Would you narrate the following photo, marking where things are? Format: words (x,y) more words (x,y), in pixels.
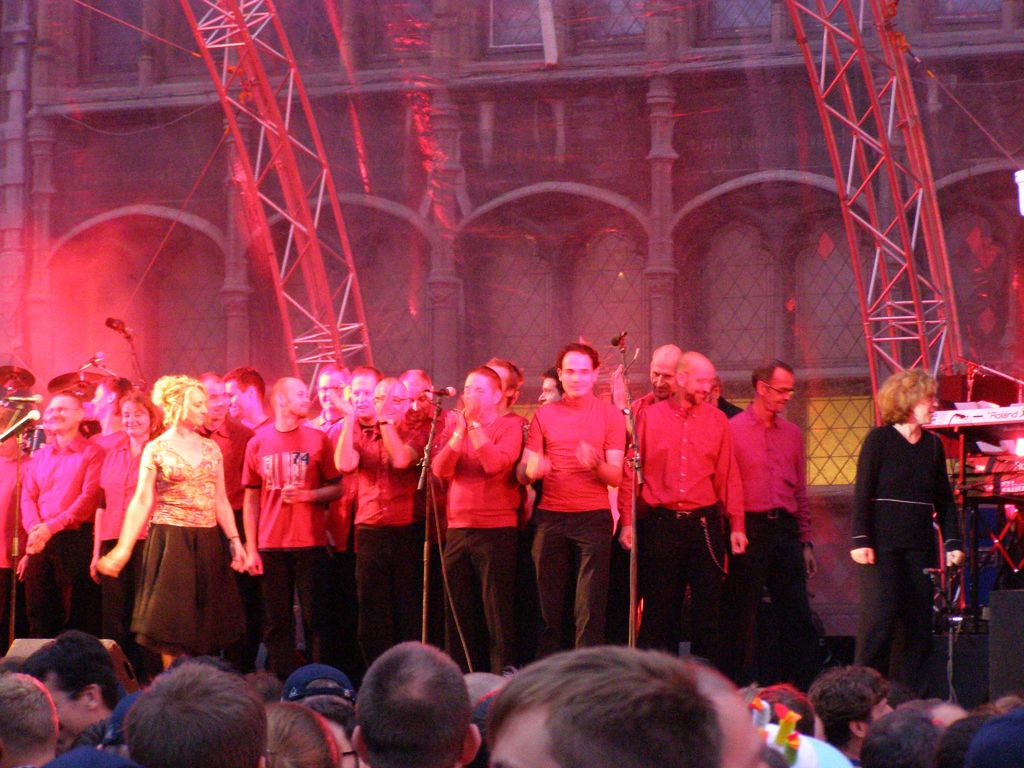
In this image, we can see people (661,472) standing on the stage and there are mics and we can see some objects (980,454) and there are stands (318,273) and there is a building (433,174) and some lights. At the bottom (449,705), there are some other people (554,729).
